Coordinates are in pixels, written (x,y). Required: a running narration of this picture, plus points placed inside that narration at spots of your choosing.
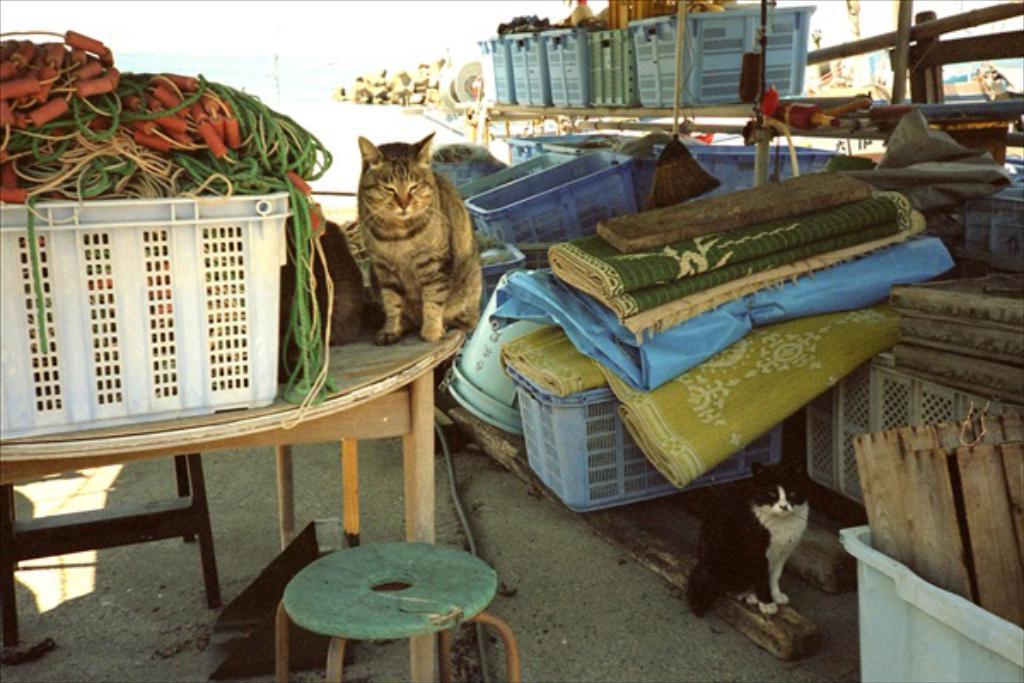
There is a cat (419,211) on the table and there are some other objects (175,239) beside it and there is also a black cat (733,540) in the right corner (773,538) and there are some other objects (705,274) in the background (690,245).
